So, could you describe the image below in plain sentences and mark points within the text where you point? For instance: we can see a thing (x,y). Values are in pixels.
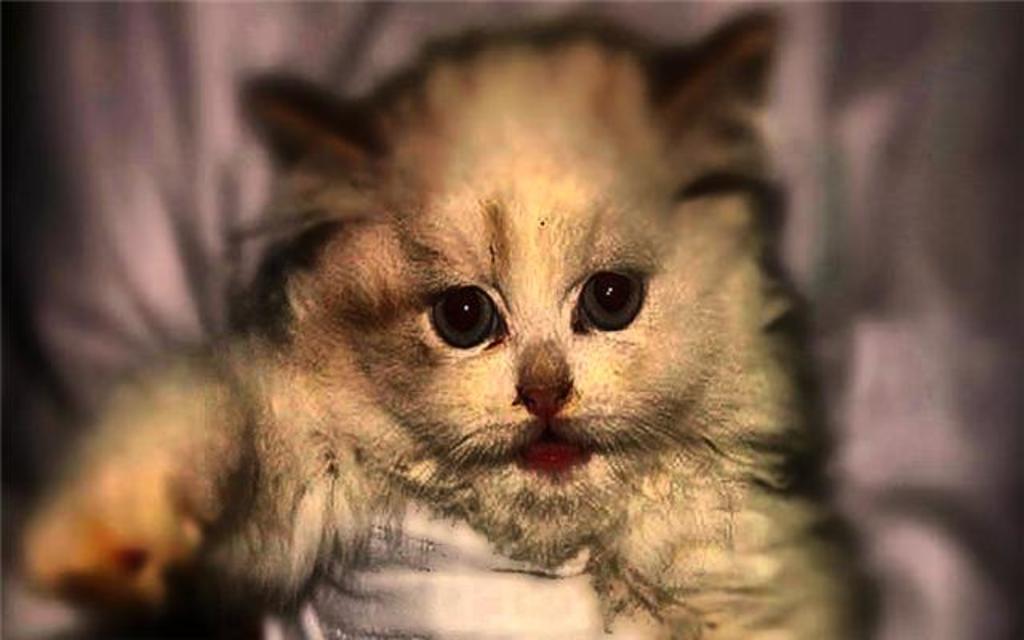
This image is an edited image. In the middle (588,320) there is an animal (632,374).
